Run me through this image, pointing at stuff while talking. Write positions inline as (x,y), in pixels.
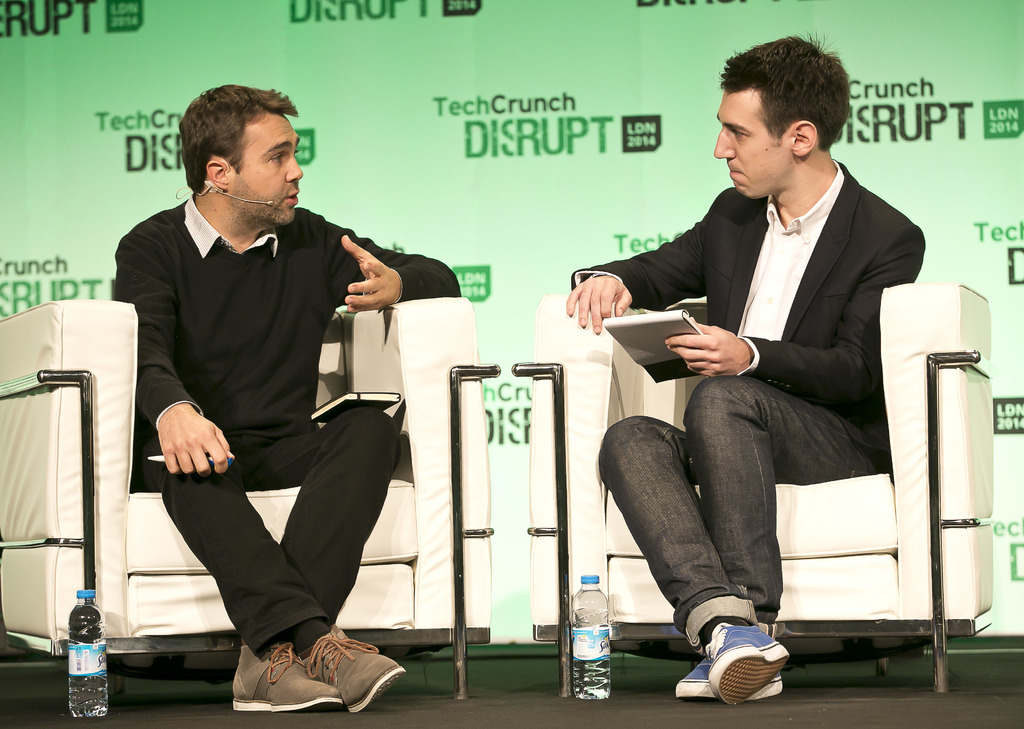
In this image we can see persons (256,420), bottles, books (681,368), chairs (55,440), pen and other objects (714,677). In the background of the image (532,131) there is a banner (459,40). At the bottom of the image (474,719) there is the floor (584,705).
